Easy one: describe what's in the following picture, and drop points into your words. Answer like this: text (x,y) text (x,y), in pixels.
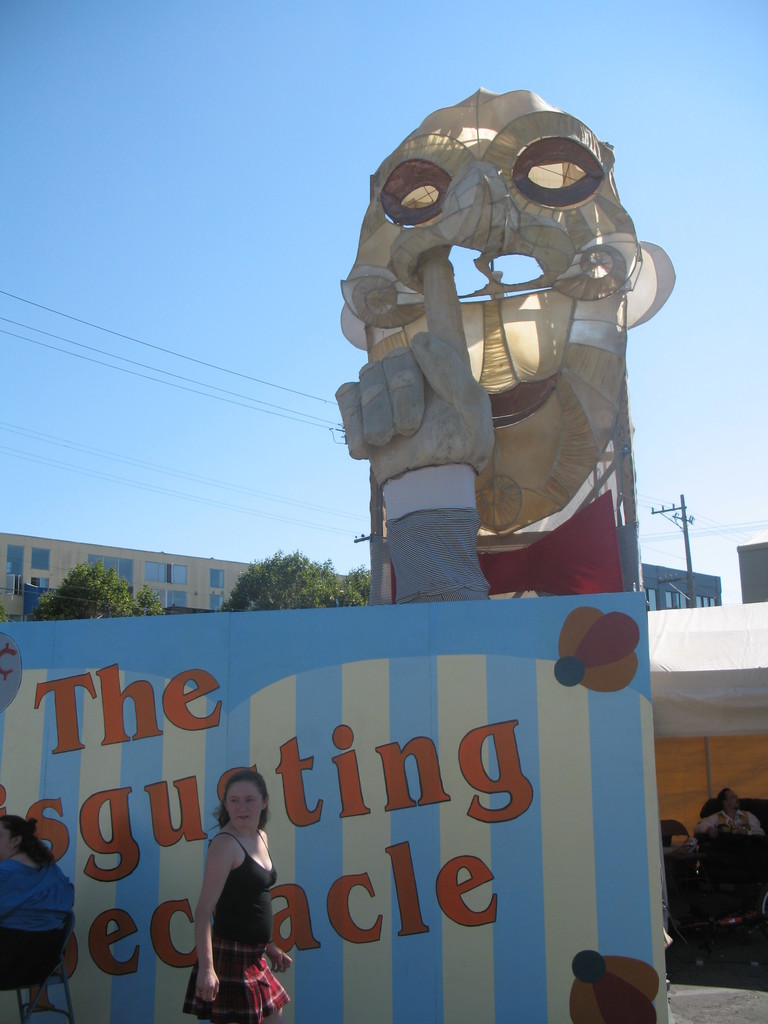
In this image there are boards (306,843), people (27,884), tent (699,676), poles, trees (324,579), buildings (52,579), sky (213,344) and objects (507,461). Something is written on the board (234,754).
